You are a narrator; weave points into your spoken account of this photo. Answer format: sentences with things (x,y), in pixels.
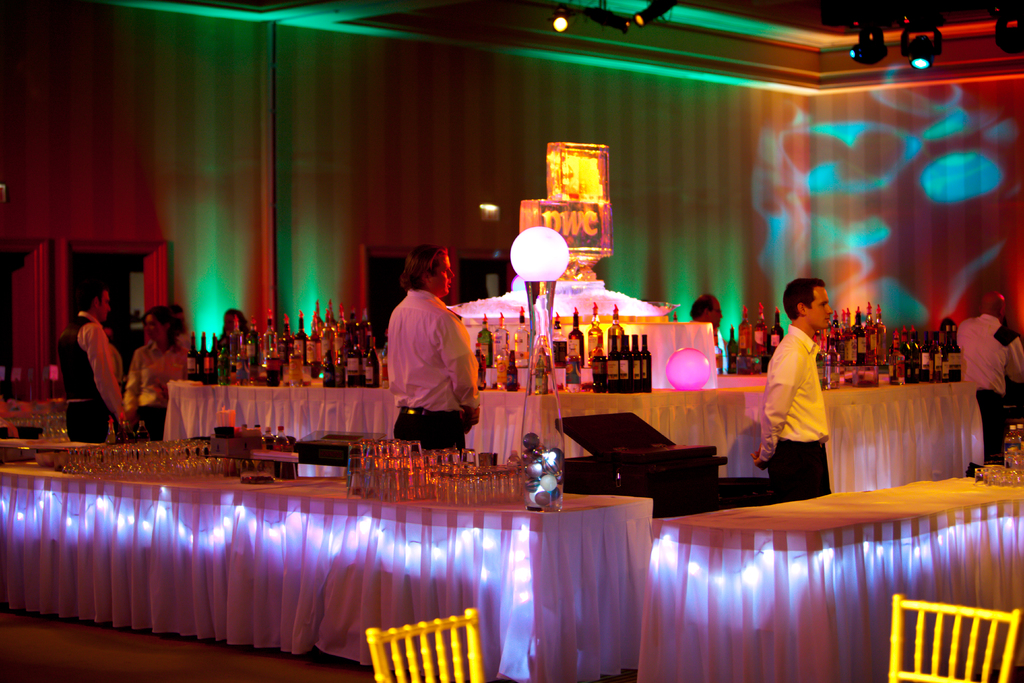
In this image I can see the group of people (785,447) standing and wearing the dresses (406,359). In-front of these people (440,357) I can see the table (806,509). On the table (843,512) there are many wines bottles (569,380) and glasses (462,479). I can see some yellow color objects (478,670) in the front (473,658). In the background (763,178) there is a wall (695,225) and the lights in the top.
